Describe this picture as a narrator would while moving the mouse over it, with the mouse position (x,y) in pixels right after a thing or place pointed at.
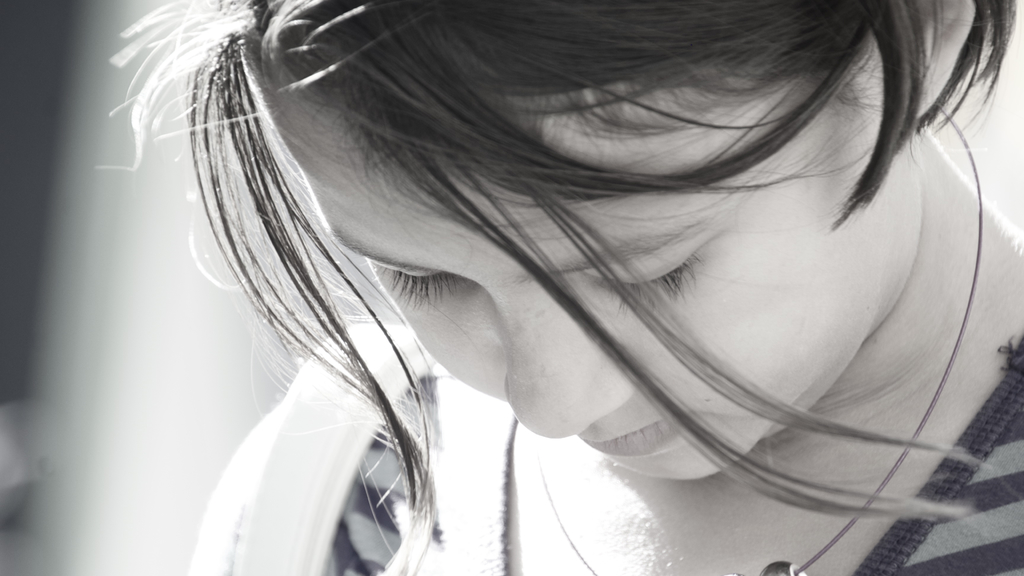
This is a black and white picture. Here we can see a person (809,536) and there is a blur background (26,563).
